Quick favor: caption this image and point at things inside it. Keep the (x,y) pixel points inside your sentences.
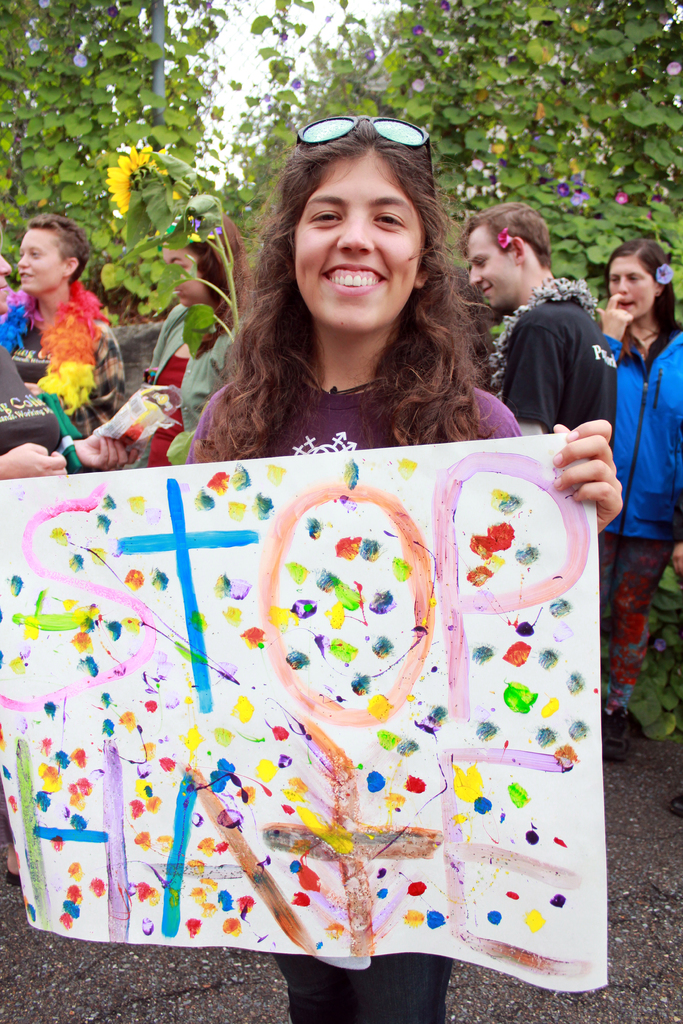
In the foreground (439,487) we can see a woman (416,155) holding the white sheet paper (257,517) in her hands (557,459) and there is a smile on her face (382,169). In the background (187,307), we can see a few people (671,352) and trees (418,97).
